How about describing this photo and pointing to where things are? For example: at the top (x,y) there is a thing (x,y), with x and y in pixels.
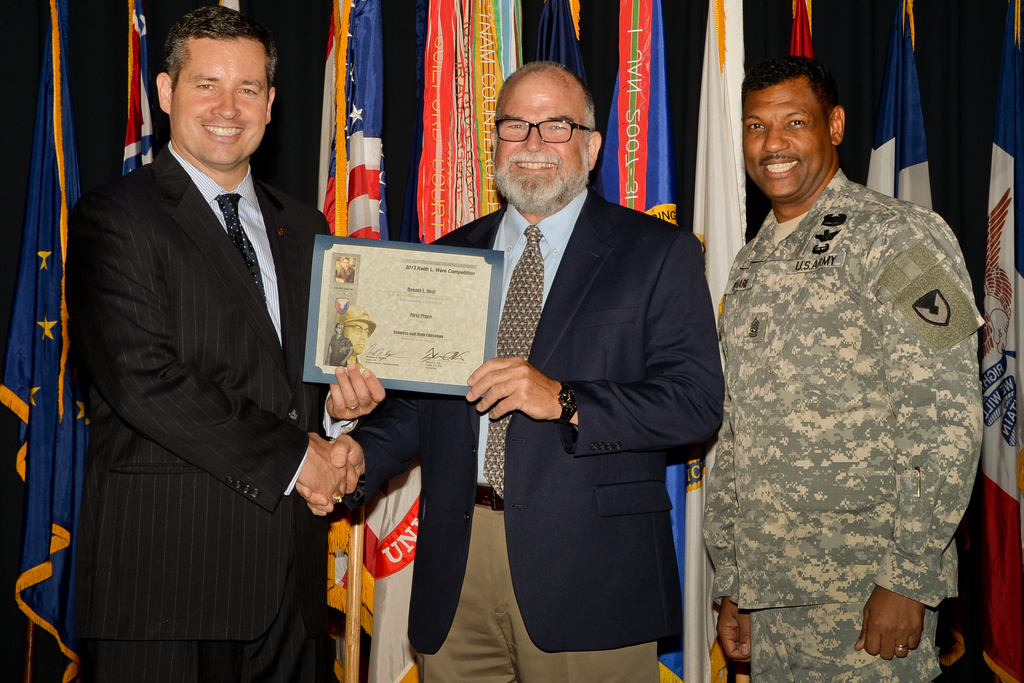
In this image in the center (676,278) there are three people (689,312) standing and two of them are holding a certificate (442,336), and in the background (952,40) there are different types of flags (328,150) and curtain (960,133).
